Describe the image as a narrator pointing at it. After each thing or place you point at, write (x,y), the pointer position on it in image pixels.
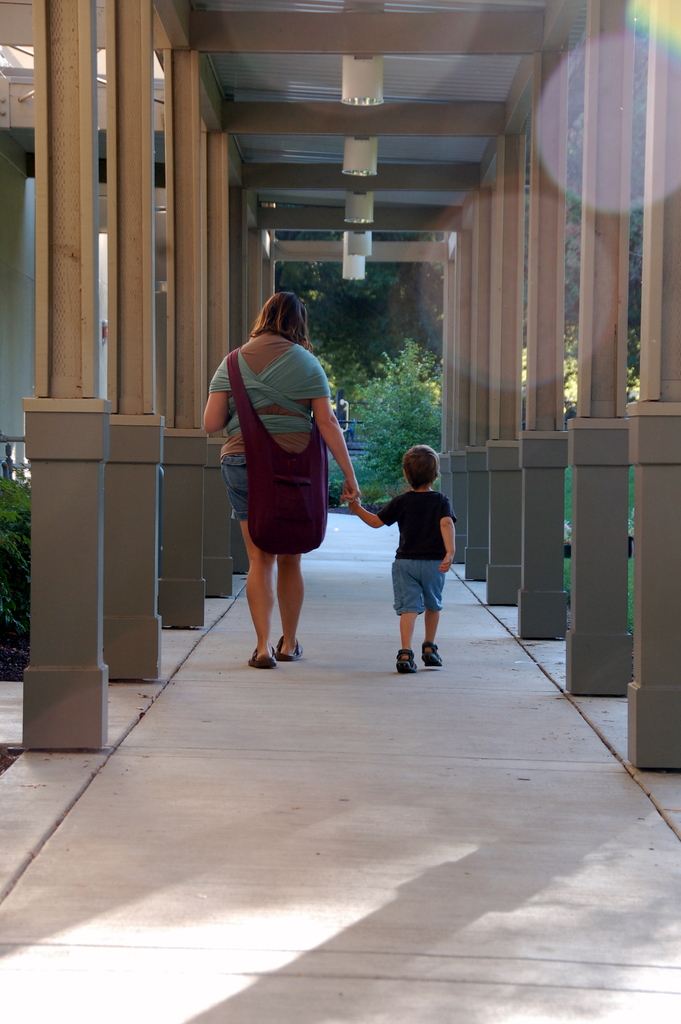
In this picture we can see a woman (290,588) and boy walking on a path (283,831), she is carrying a bag (253,492), side we can see some pillars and some plants (355,389).
